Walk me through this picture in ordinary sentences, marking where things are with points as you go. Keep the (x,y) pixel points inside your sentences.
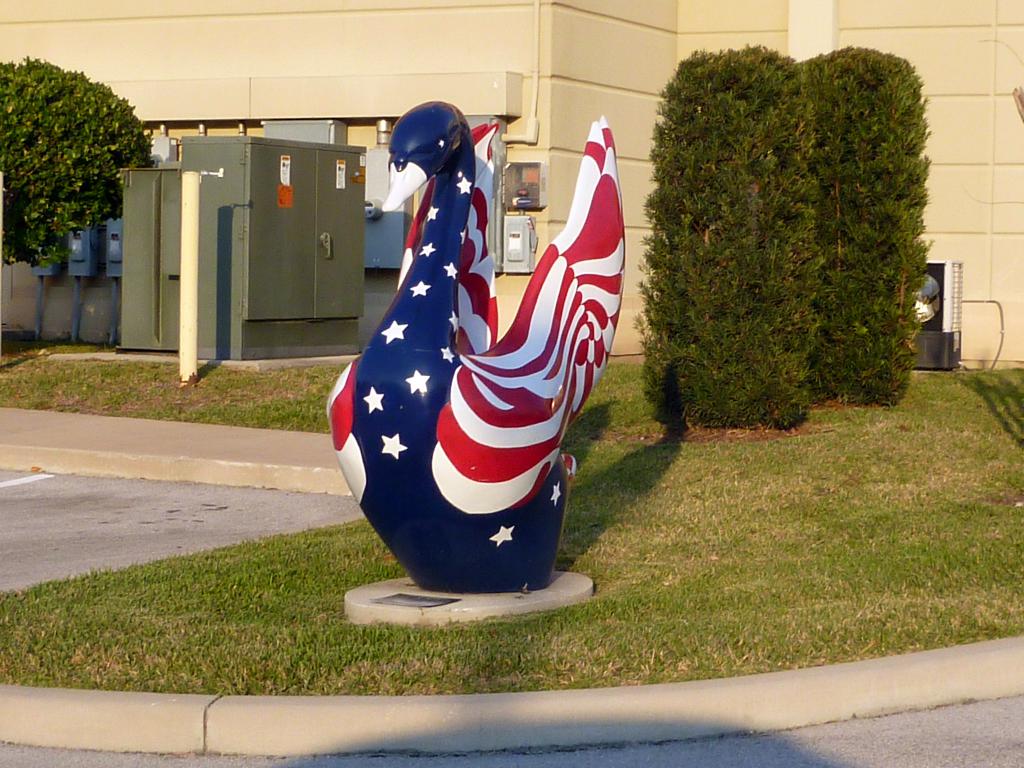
In the center of the image (439,373) we can see a statue (427,416) of a duck (398,507). In the background (850,98) there is a building (533,36), generator (216,213), switch boards (515,219), plants (726,155) and trees (38,152).
